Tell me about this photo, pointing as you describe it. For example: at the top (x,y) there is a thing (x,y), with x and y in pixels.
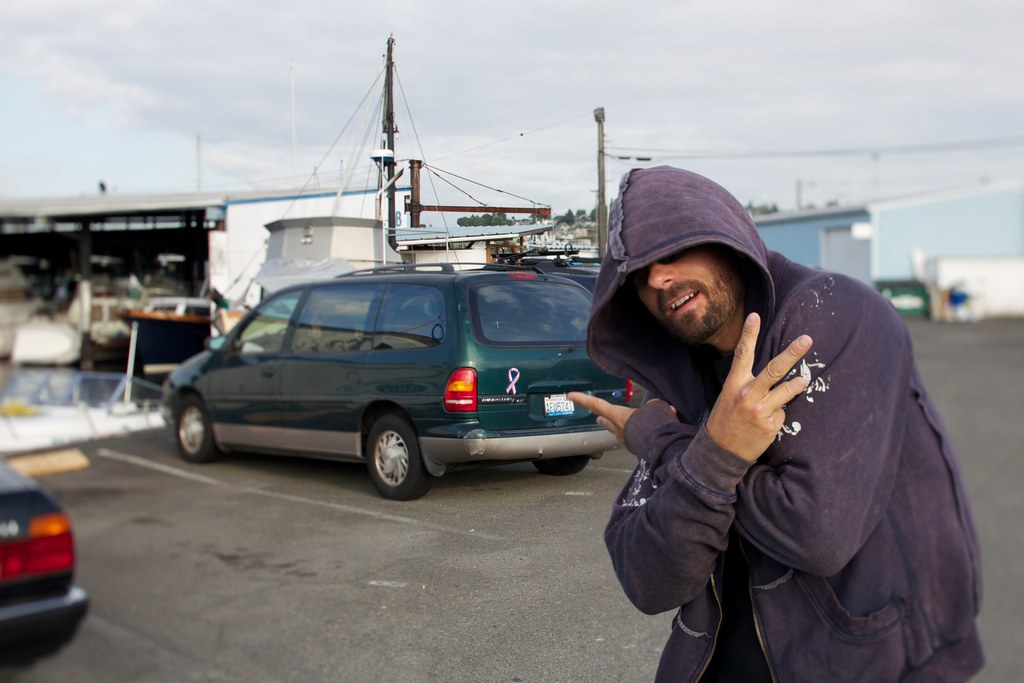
This is the man (781,464) standing. He wore a jerkin (826,382). I can see a car (266,442), which is parked. I think these are the boats (177,310). In the background (880,250), that looks like a building (134,234). On the left side of the image (34,509), I can see a vehicle (36,576). Here is the sky (574,66).
